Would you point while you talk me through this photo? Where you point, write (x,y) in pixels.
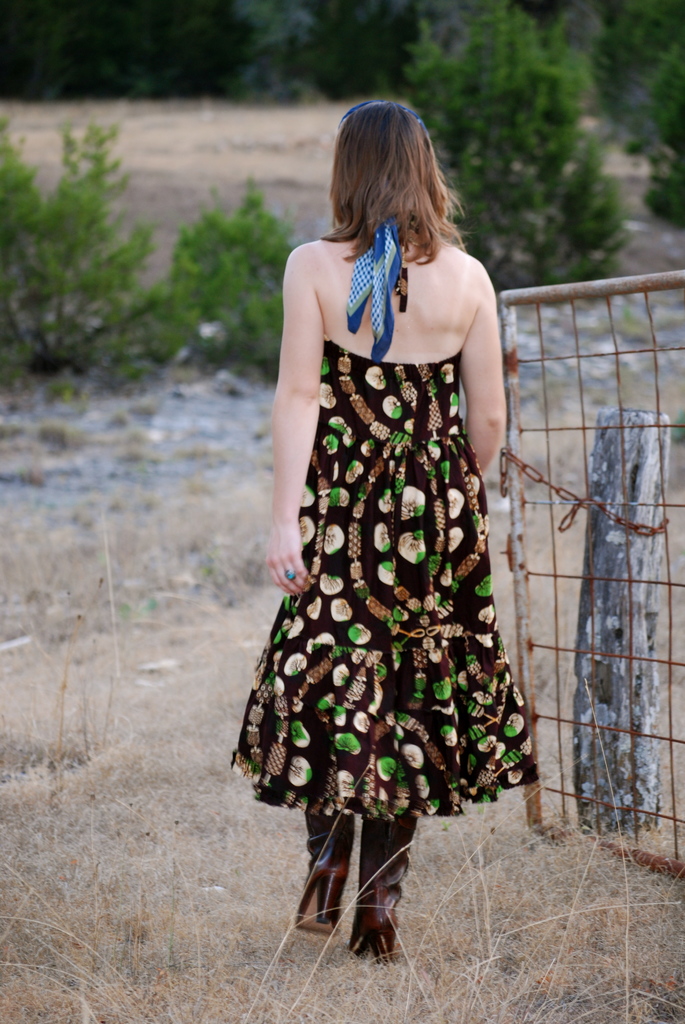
In this image we can see a lady (371,519). Also there is a gate (511,476) with a chain (544,484). In the back (183,90) there are trees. On the ground (188,660) there is grass (145,962).
